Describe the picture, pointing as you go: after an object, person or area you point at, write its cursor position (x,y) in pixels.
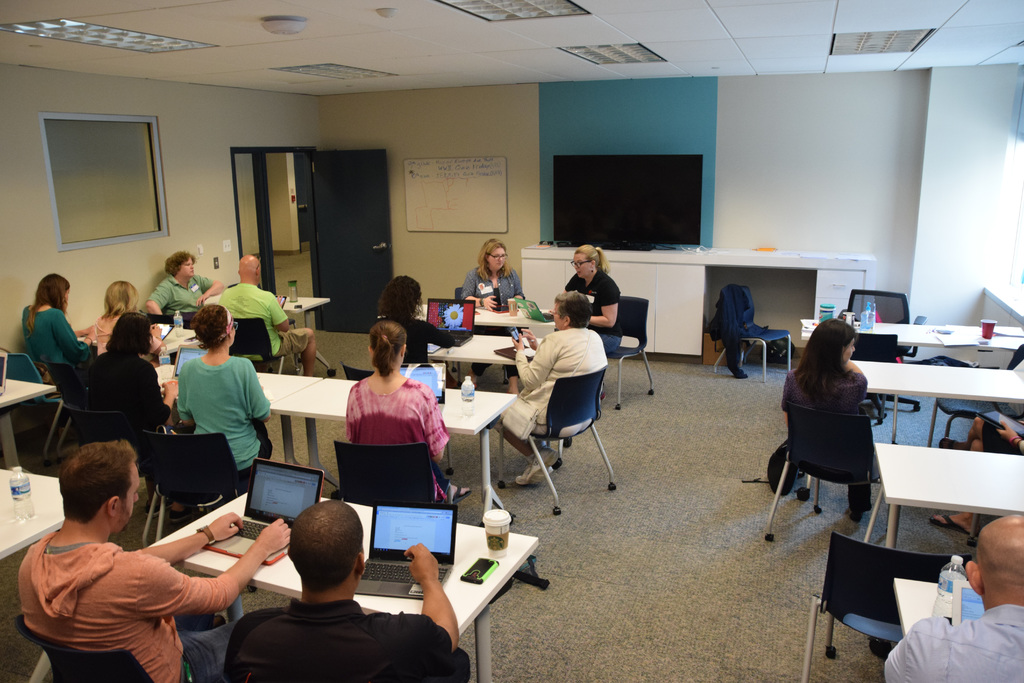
In this image there are group of people (440,454) sitting in chairs (86,658), near the table (492,593), and on table (456,577) there are laptops (429,514), glasses (496,515), bottles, mobile phone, there is door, carpet (661,543), whiteboard (502,204), television (564,206) attached to wall (642,144), lights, cupboard (684,268), jacket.
